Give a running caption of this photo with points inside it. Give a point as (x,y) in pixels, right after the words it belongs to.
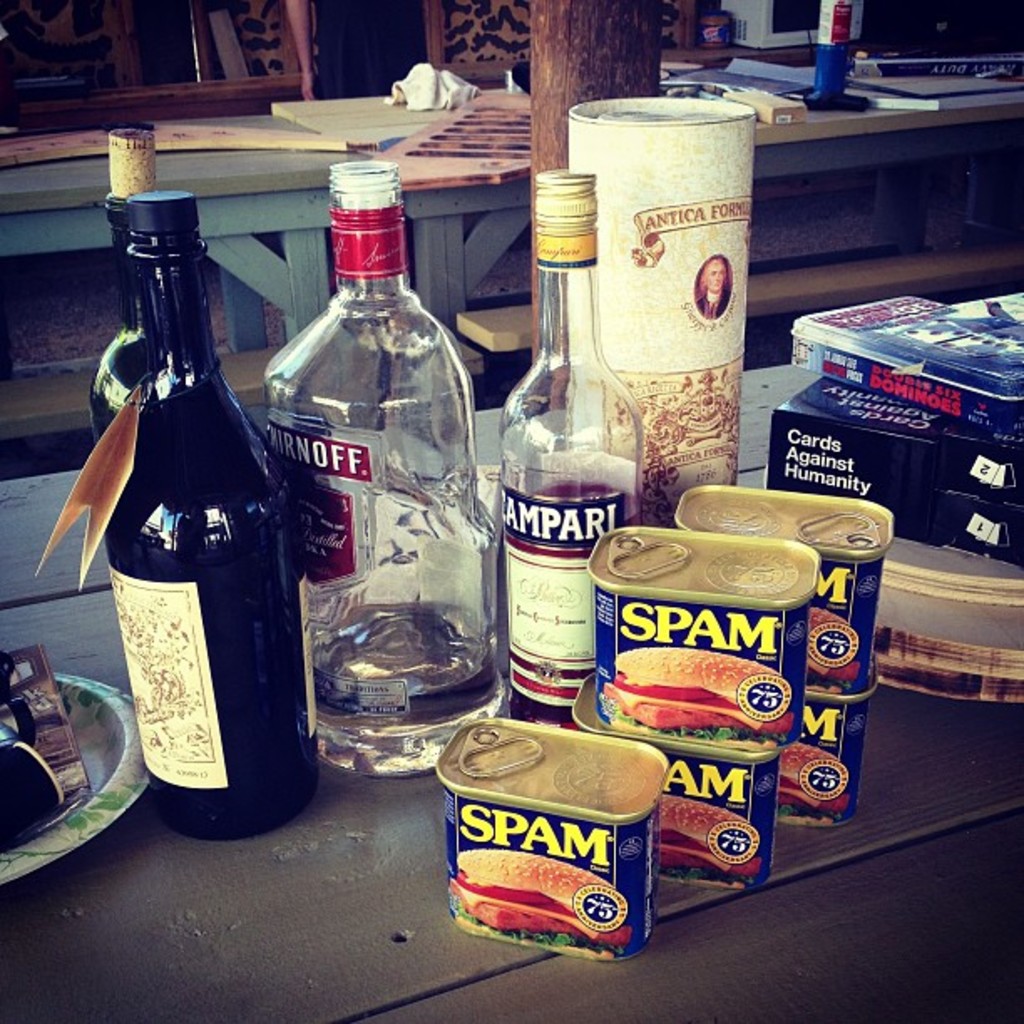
In this image there are group of bottles (347,599) kept on the table (339,977). In the background (315,131) there are tables (825,163) and bench (795,279).
